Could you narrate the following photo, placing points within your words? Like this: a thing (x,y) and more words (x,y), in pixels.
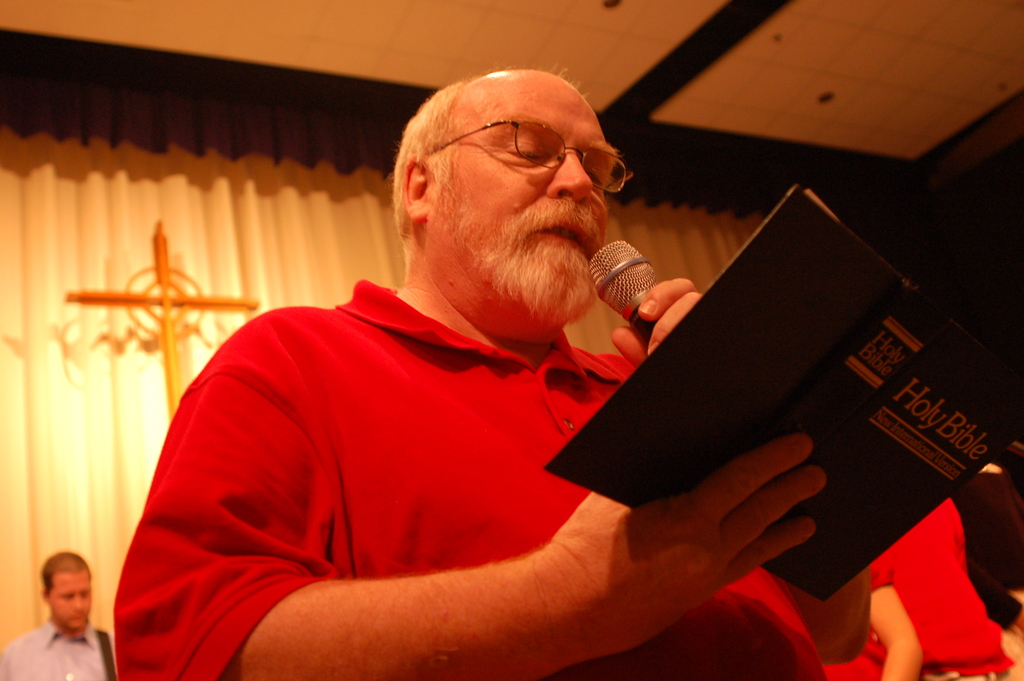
In this picture few persons (458,580) are there. This person (673,573) holding book (744,394) and microphone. On the background (245,246) we can see curtains (244,241), cross symbol (176,302).
